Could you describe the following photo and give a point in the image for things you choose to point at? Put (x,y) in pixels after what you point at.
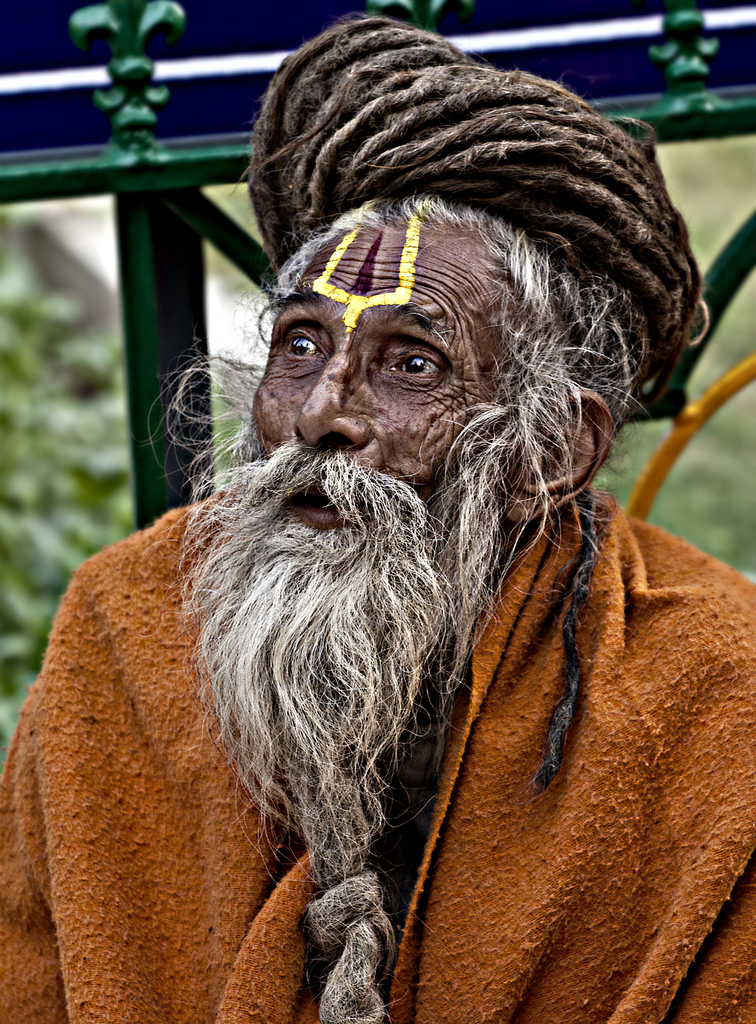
In the image we can see a man (530,753). This is a cloth (646,861), light brown in color and the background (43,452) is blurred.
